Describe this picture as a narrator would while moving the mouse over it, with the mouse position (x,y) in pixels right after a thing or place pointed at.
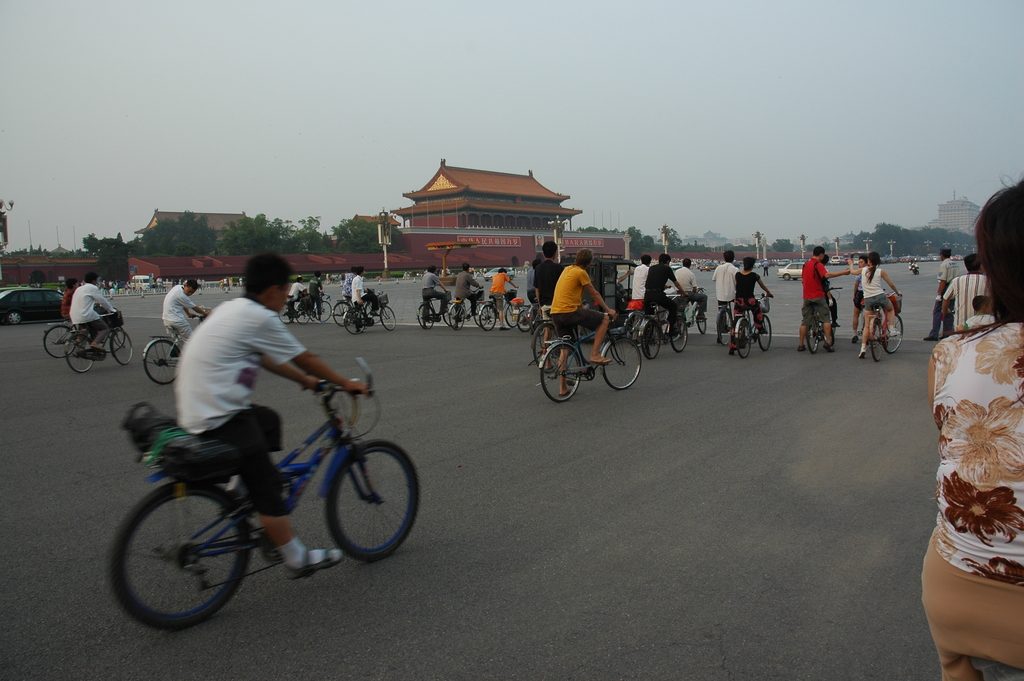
In this image I can see number of people (69,311) are cycling their cycles (119,344). I can also see few vehicles (28,308) and few trees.
